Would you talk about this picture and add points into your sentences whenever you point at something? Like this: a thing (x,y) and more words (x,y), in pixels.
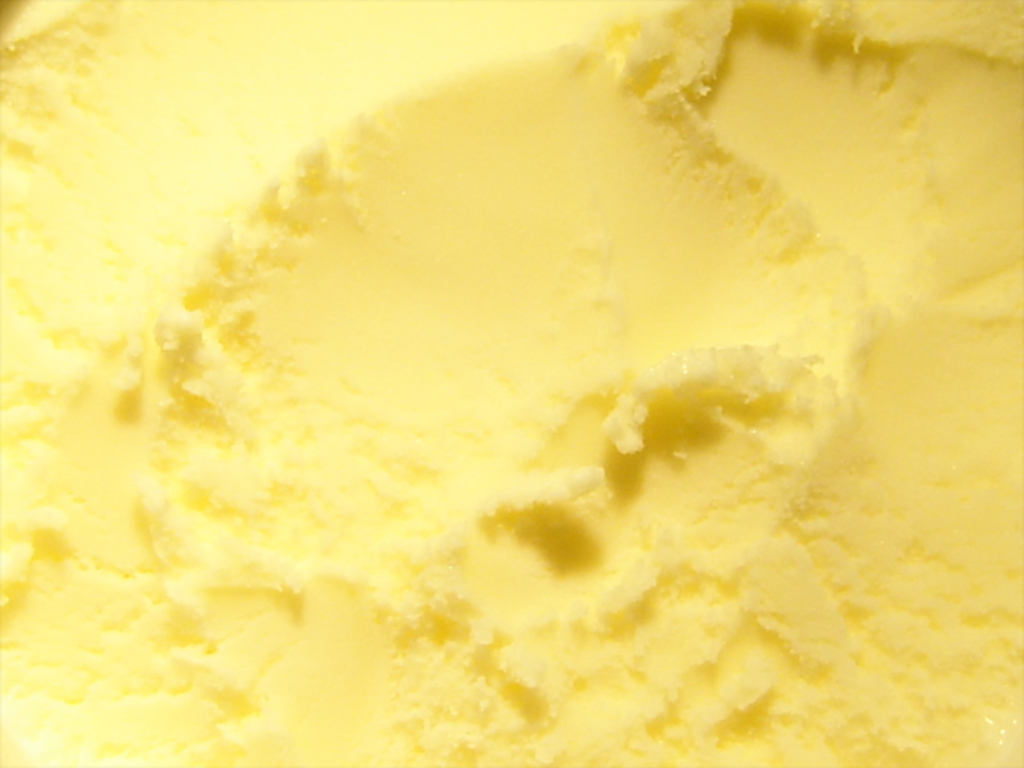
In this picture, it seems like texture (498,500) in the image.
